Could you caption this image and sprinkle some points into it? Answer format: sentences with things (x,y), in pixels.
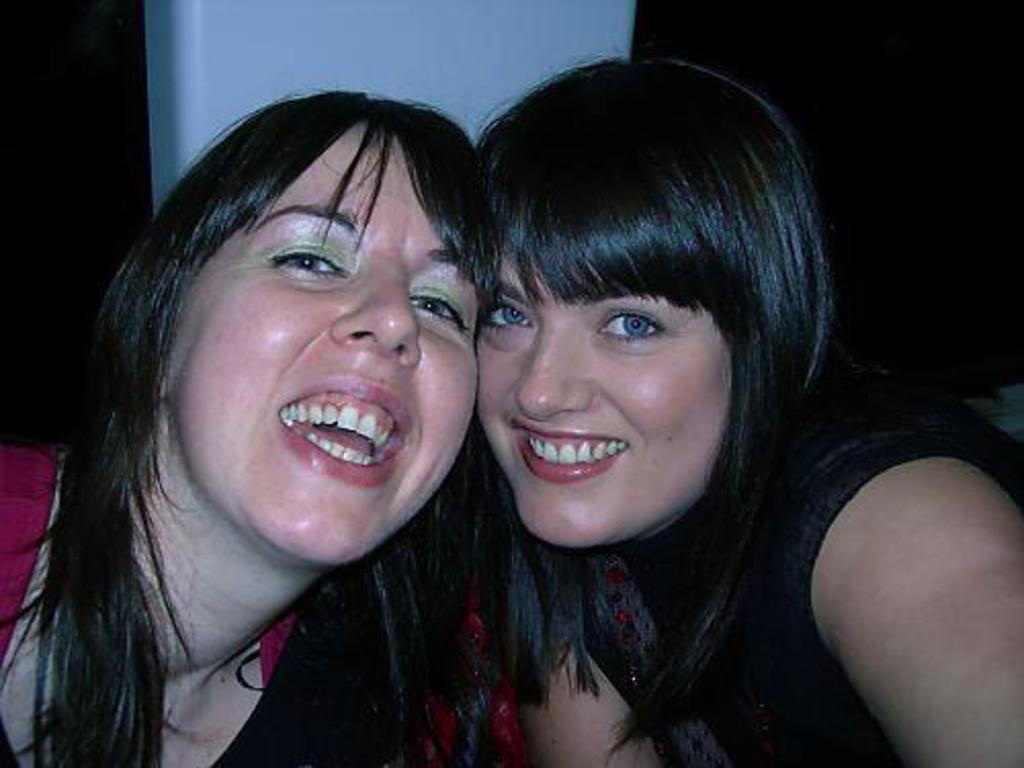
In this image there are two women (536,532) smiling. There is a dark color background (949,200) and a white color pillar (451,103).
